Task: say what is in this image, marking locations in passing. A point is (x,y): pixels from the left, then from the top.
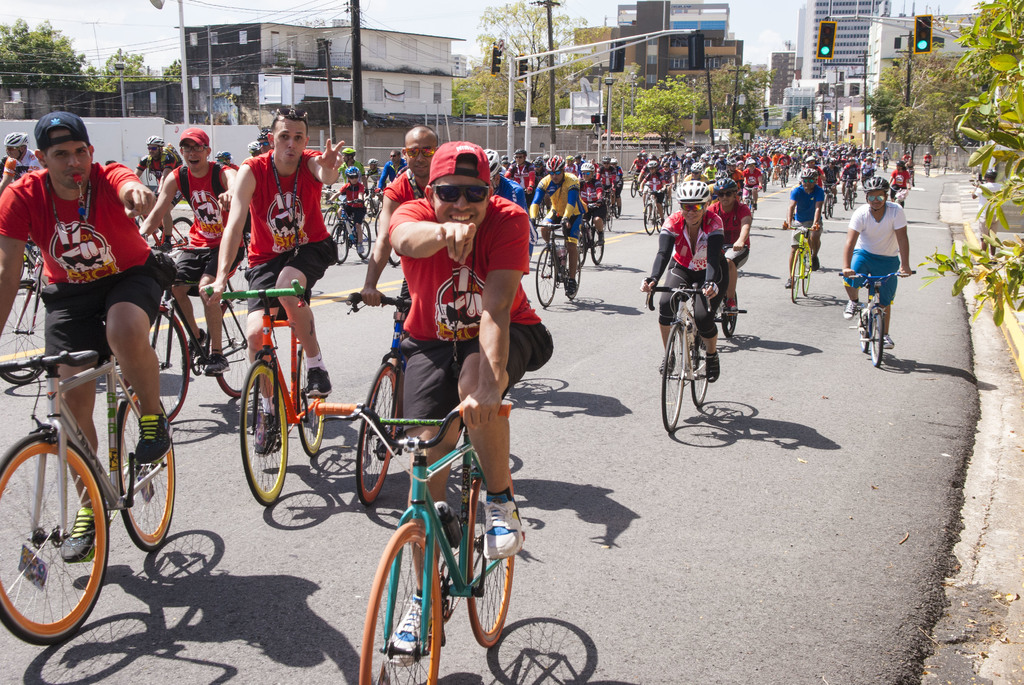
In this image I can see a road (700,500) and on it I can see number of people (372,304) are sitting on their bicycles (36,477). I can also see most of them are wearing helmets (561,164). In the background (918,67) I can see number of trees (665,104), buildings (311,107), poles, and signal lights (702,38).
